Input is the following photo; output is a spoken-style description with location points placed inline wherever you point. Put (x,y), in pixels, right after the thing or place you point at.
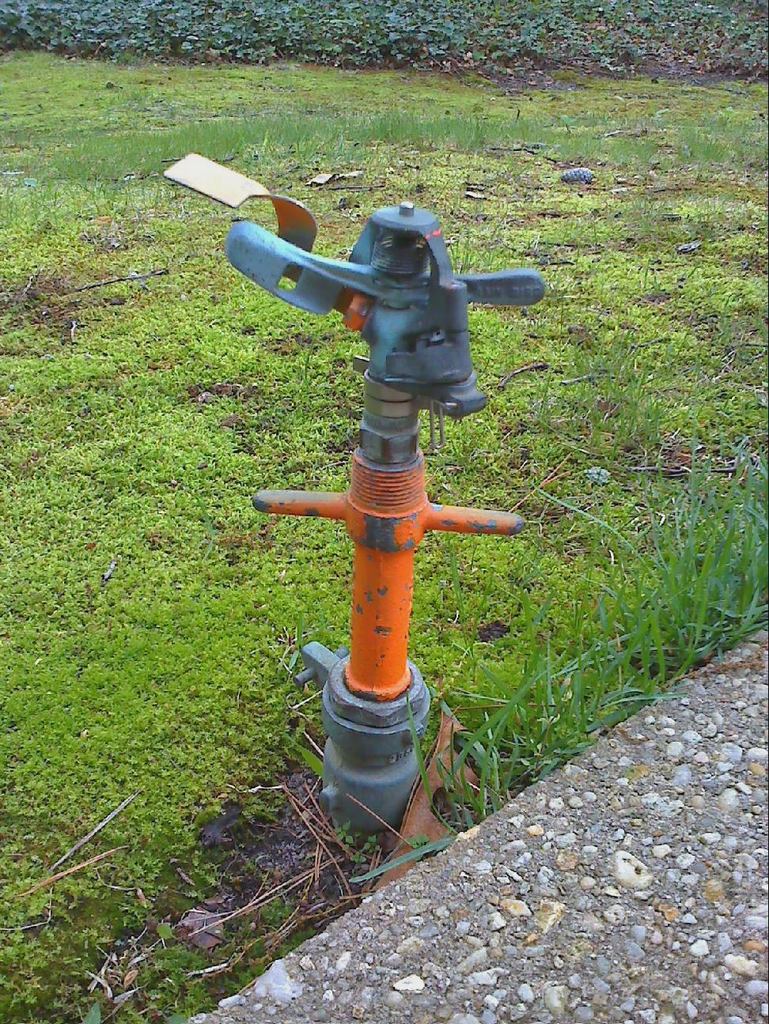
As we can see in the image there is a water pipe (408,639) and grass (347,548).
